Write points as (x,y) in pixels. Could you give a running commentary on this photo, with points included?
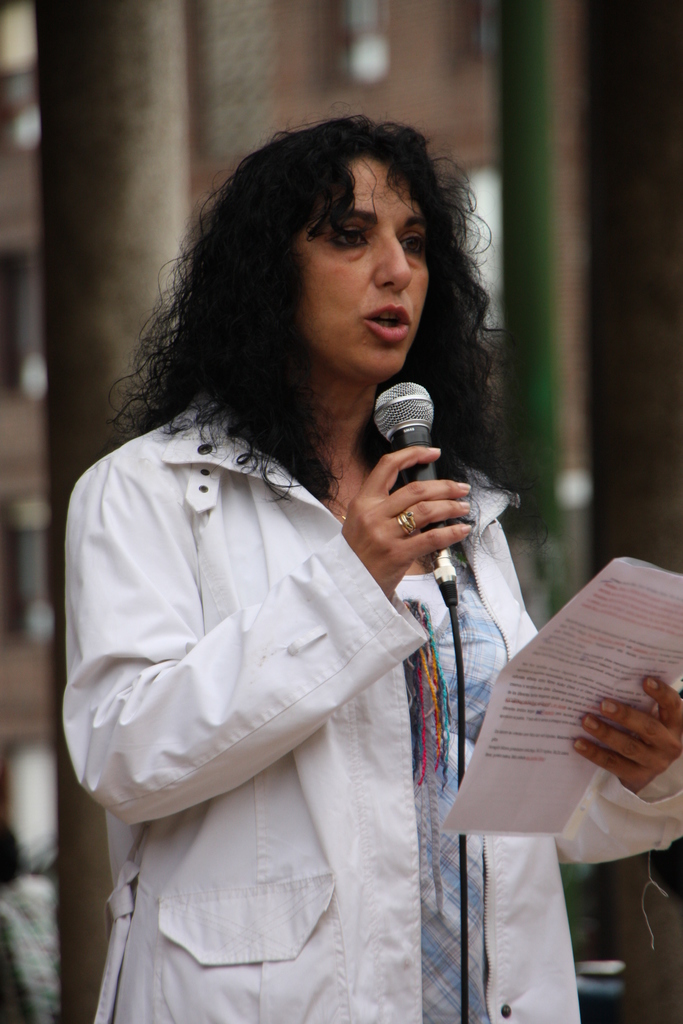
In this picture we can see a woman (221,316) with curly hair (270,265), standing and holding a mike (433,471) in her hand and talking. This is a paper (597,697). On the background (408,103) we can see building (479,132). She wore white colour jacket (327,815).
